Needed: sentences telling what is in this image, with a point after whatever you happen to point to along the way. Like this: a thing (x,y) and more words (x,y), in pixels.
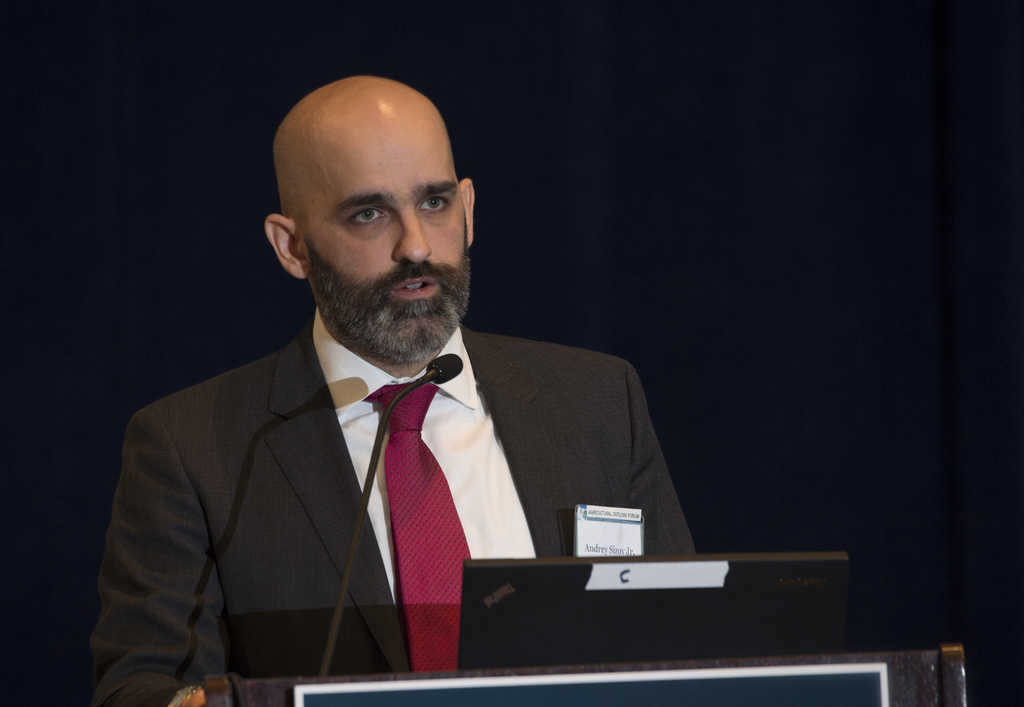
In this image, we can see a person (438,402). We can see a microphone (441,367) and a device (670,581). We can also see a board (845,672) on an object (285,683). We can see the background (857,485).
